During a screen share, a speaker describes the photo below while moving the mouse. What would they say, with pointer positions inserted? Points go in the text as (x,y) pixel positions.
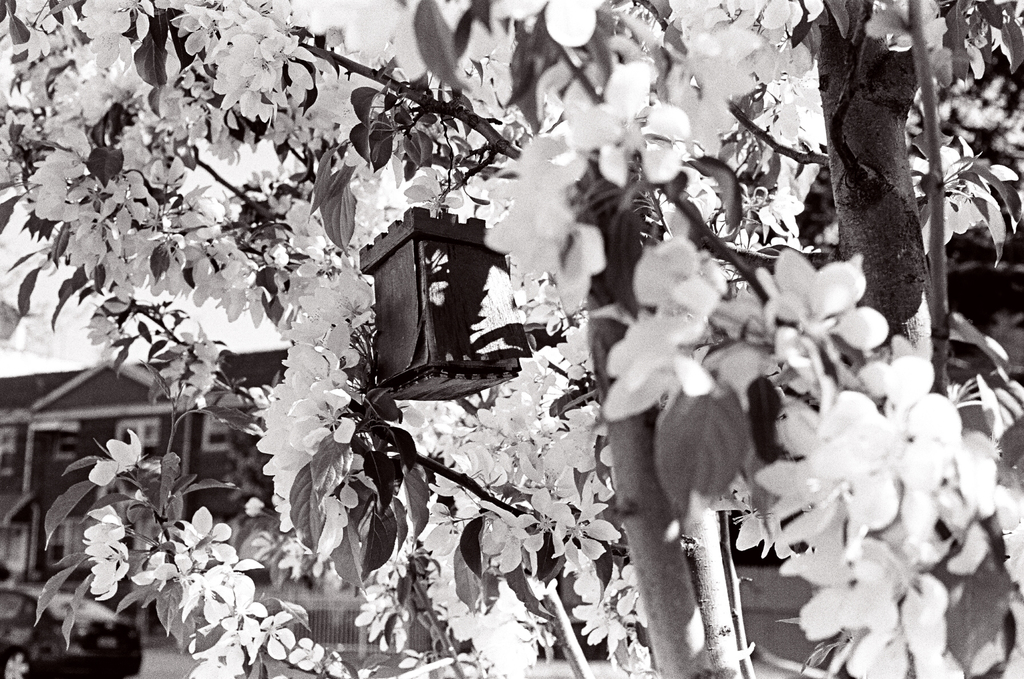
It is a black and white picture. In the front of the image (682,364) there is a trees (479,94), branches (628,412) and objects (402,306). In the background of the image (56,340) it is blurry. There is a building (11,420), vehicle (122,624) and railing (324,624).
